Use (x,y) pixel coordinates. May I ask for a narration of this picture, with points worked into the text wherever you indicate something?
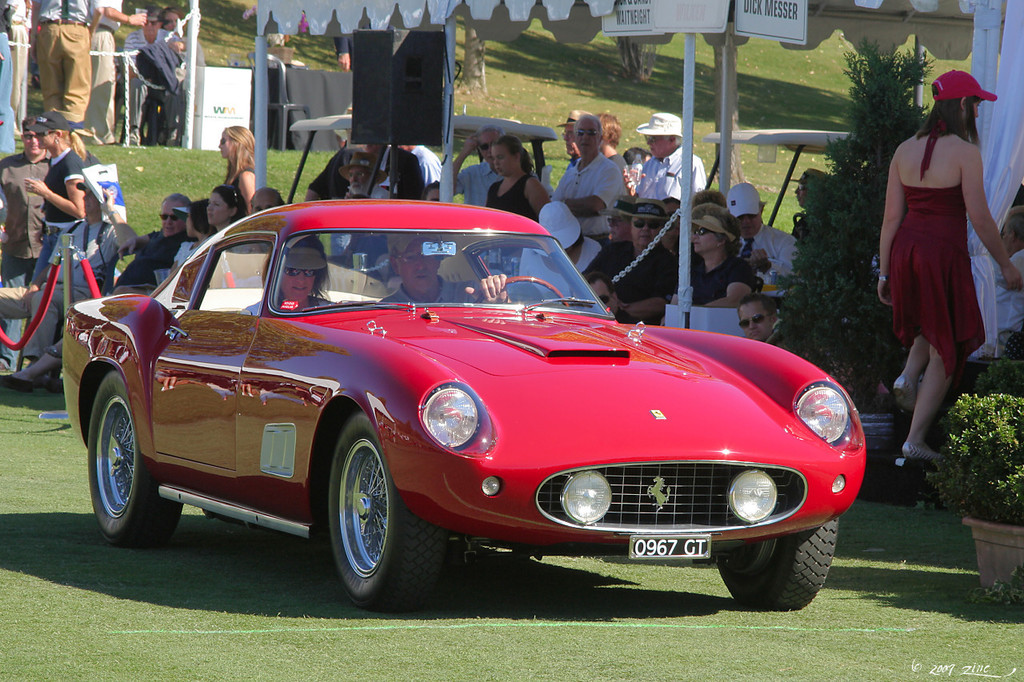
In this image i can see a red color car (348,393) on the ground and group of people (573,164) behind this car (201,376).
